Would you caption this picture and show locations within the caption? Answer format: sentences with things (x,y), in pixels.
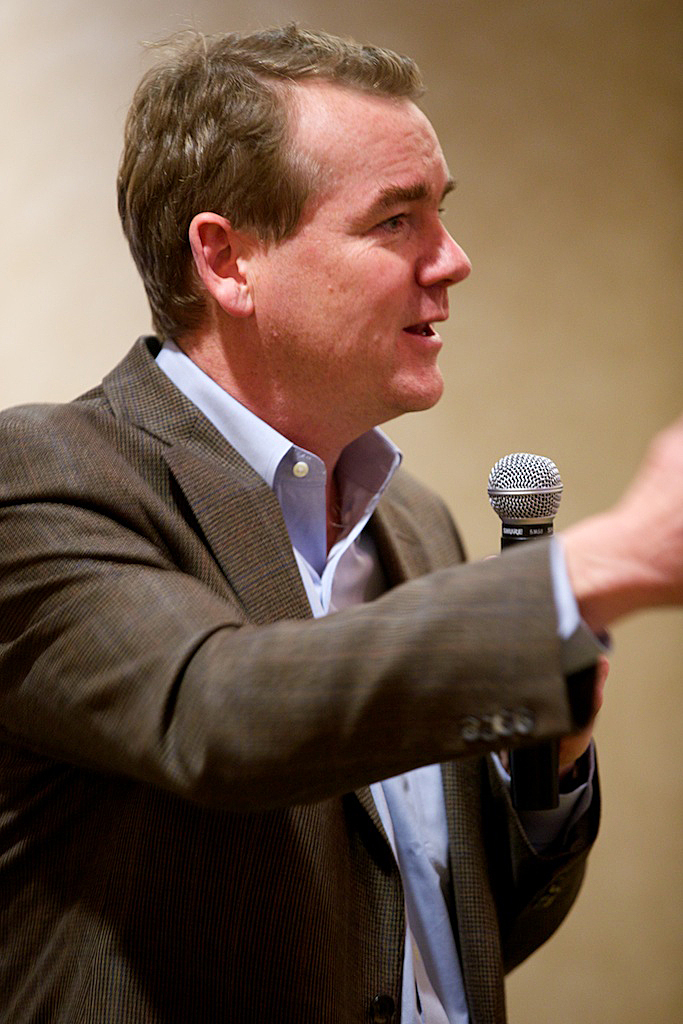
As we can see in the image there is a white color wall (578,232) and a man (364,419) holding mic (505,513).
